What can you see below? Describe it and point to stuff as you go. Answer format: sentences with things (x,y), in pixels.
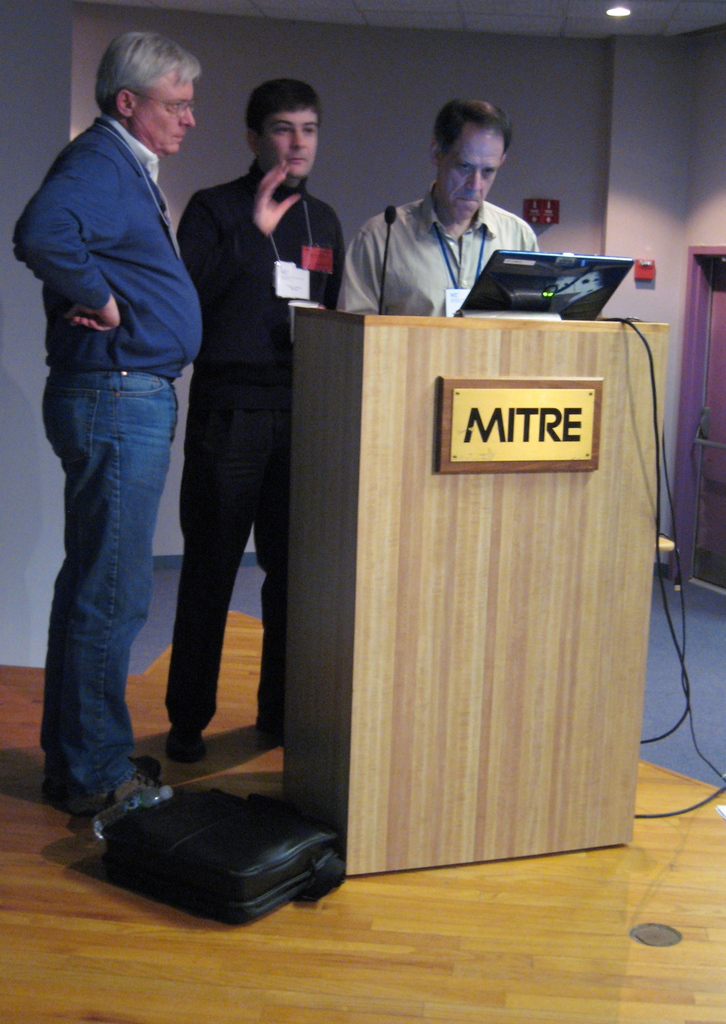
In this picture we can see there are three men (139,350) standing on the floor (138,679). On the floor (78,830) there is a bottle (120,818) and a bag (133,855). In front of the men (277,260), there is a podium (381,397). On the podium (359,375), there is a microphone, laptop (527,258) and cables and there is a board (480,460) attached to the podium (466,502). Behind the men (225,281), there are some objects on the wall (355,103). At the top right corner of the image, there is a ceiling light (609,11).
